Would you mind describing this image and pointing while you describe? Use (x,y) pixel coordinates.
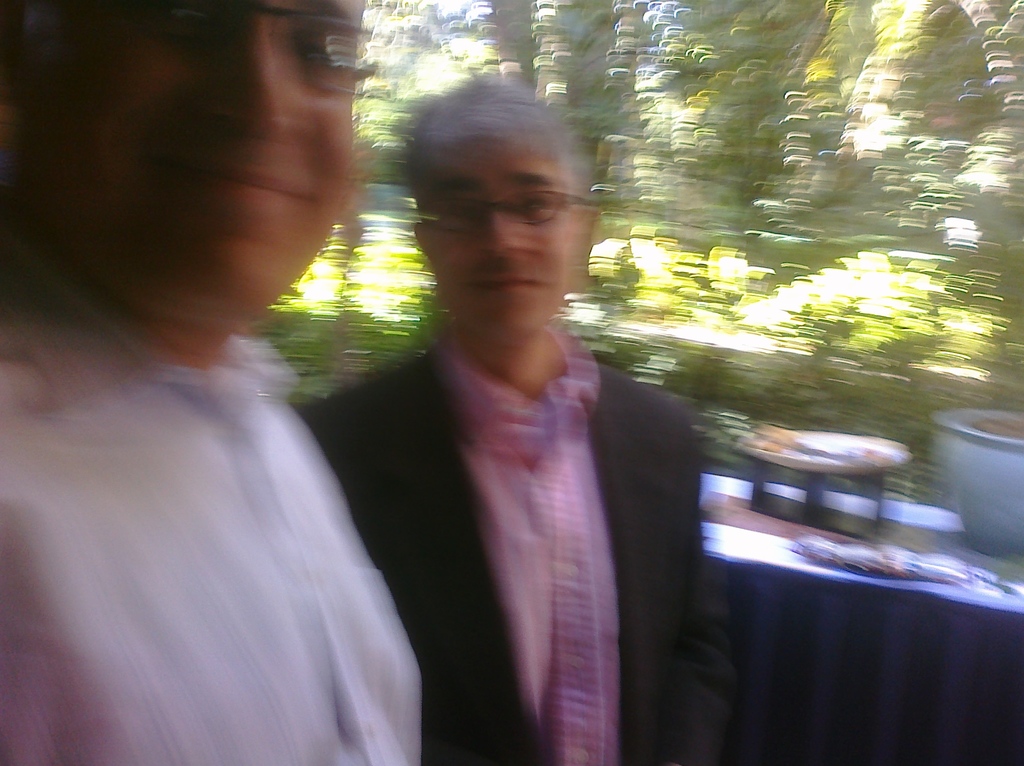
This is a blur image. In this image we can see two persons (54,276) wearing specs (318,89). On the right side (805,556) there is a platform (902,501). On that there is a plate (837,466) and some other items (961,563). In the background (618,164) there are trees (782,15).
